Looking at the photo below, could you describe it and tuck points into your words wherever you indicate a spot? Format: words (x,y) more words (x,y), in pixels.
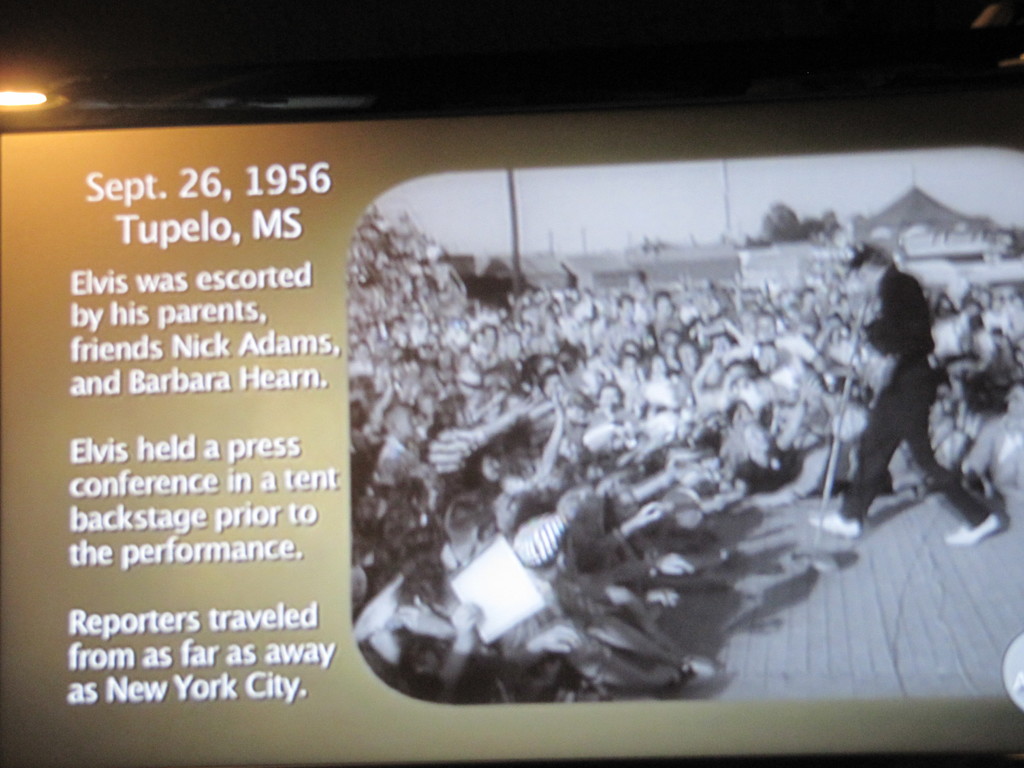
This is an image in this, In the right side (982,514) a man (965,509) is walking, he wore a black color dress (914,393). In the left side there are many people (635,457).
